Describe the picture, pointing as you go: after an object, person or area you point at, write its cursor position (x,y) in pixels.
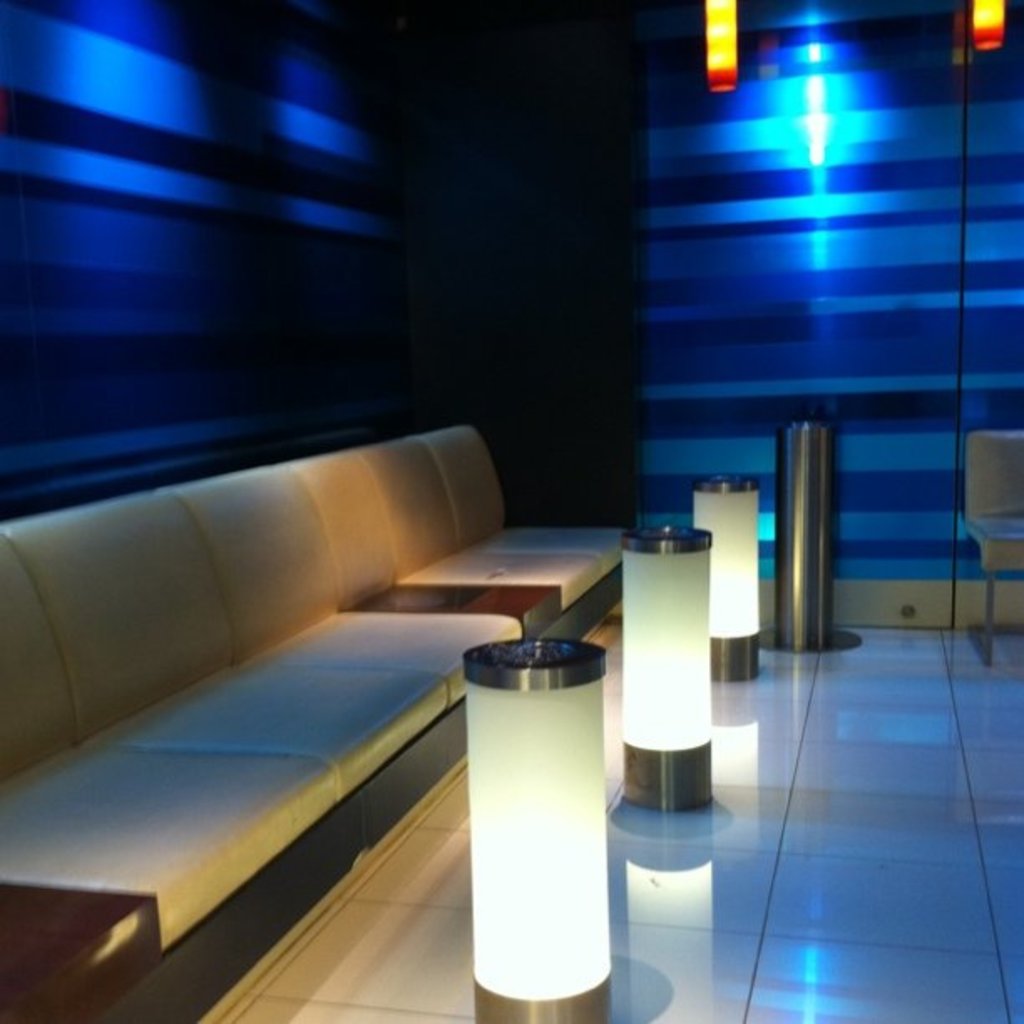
In this image I can see a couch (231,777) and the lights (477,773).
